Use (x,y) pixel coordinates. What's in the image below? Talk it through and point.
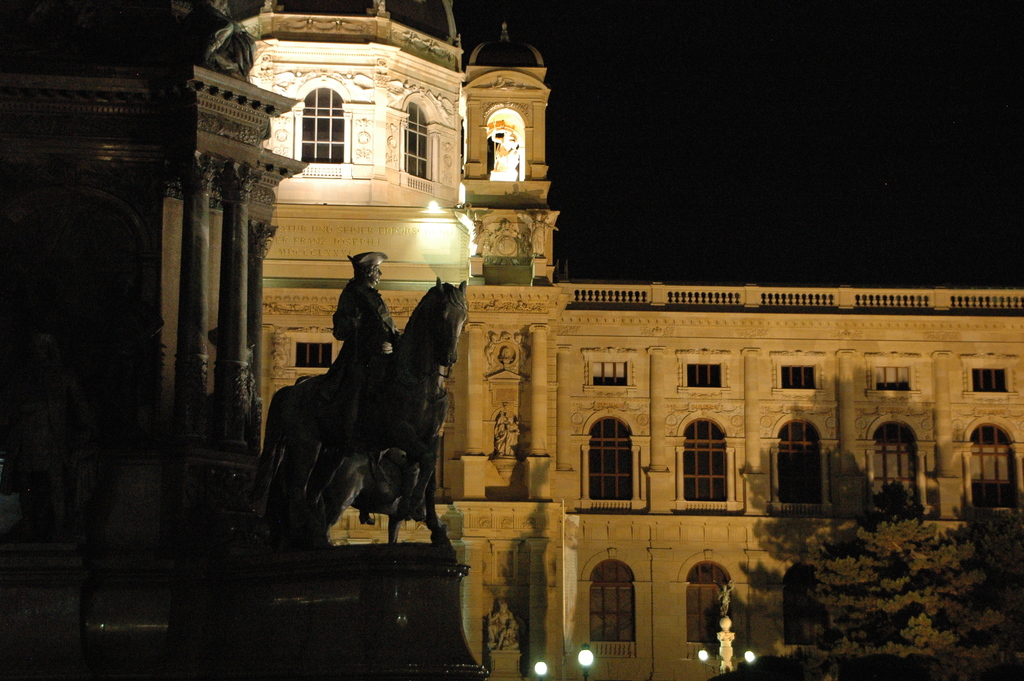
In the picture we can see a historical building (575,403) and near to it we can see a sculpture (437,603) of a man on the horse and near to the building (548,645) we can see some lamps (579,655) and tree (967,550).
